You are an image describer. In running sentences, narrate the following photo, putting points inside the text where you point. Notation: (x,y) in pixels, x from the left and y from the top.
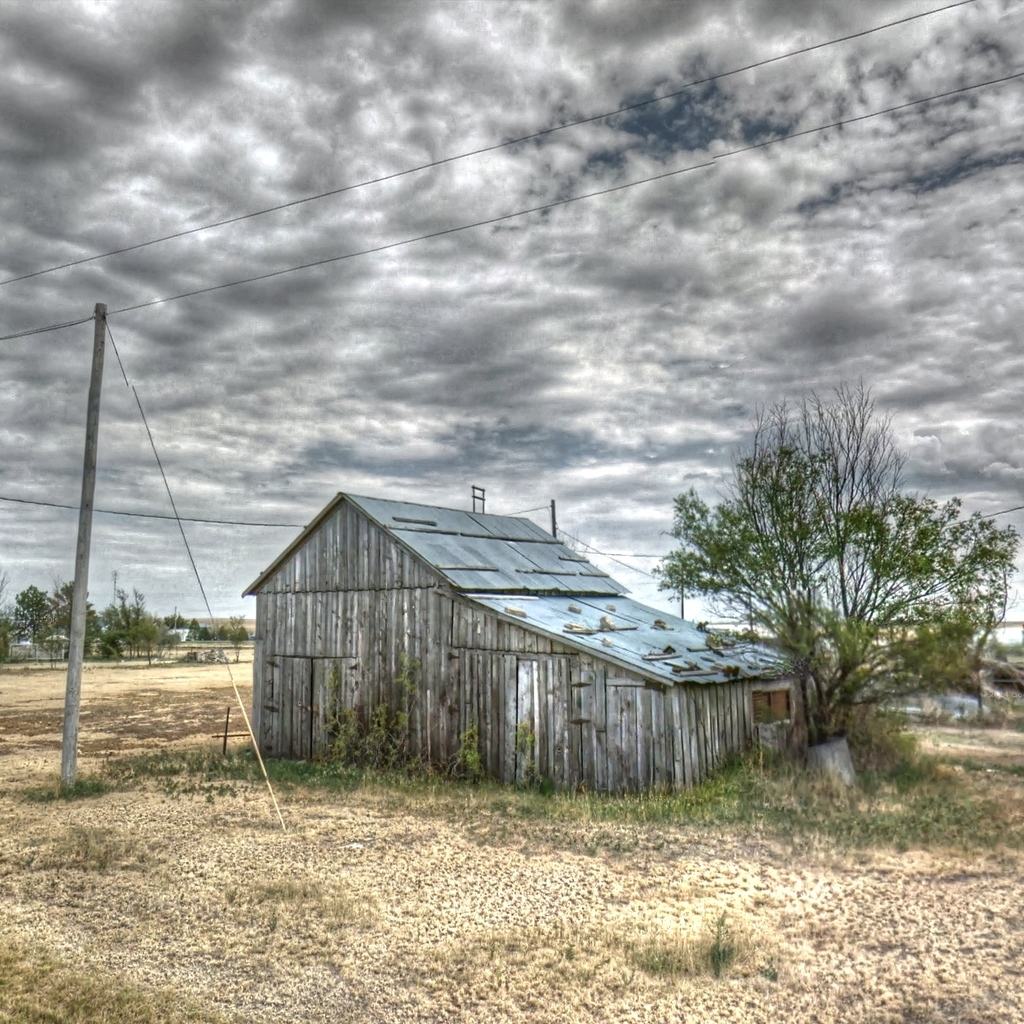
In this picture we can see a house (515,674) in the middle (550,680), at the bottom (759,842) there is grass (847,818), on the left side (79,628) there is a pole (81,524), we can see trees (35,591) in the background (193,630), there is the sky (447,296) and clouds (421,193) at the top of the picture (354,65), there is another tree (869,615) on the right side (863,609).
